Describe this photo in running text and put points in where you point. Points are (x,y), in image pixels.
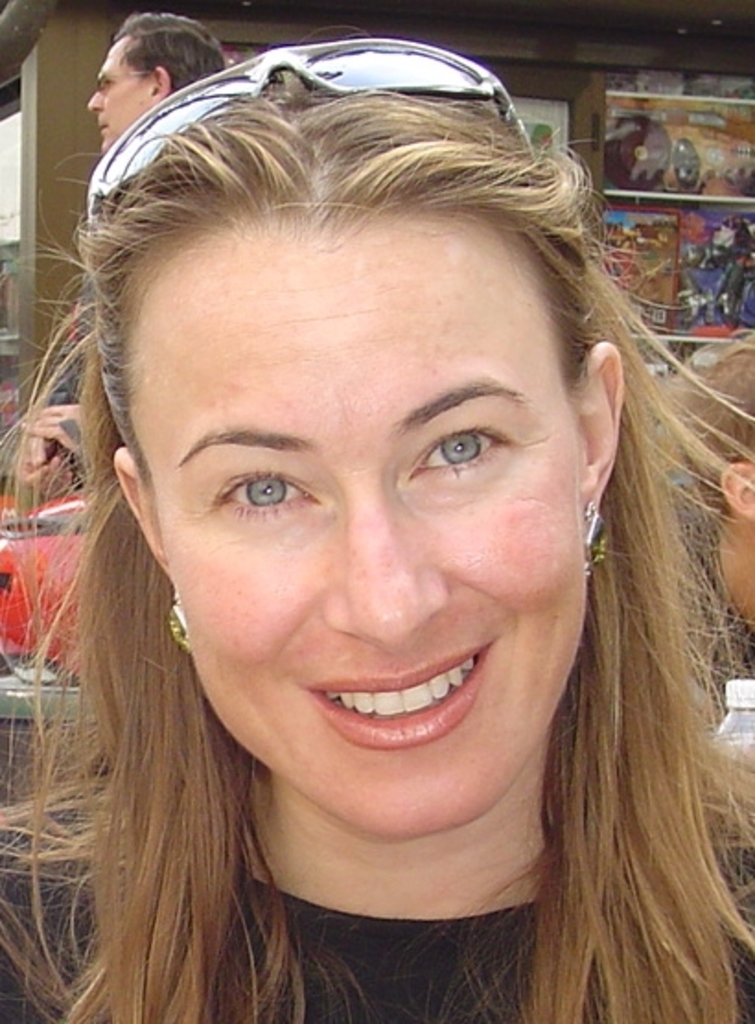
In this image we can see a woman (526,228) wearing goggle (302,50) on her head (132,225). In the background (733,542), we can see group of persons (158,22) a building (68,50), some magazines (727,299) in the rack (650,195).
